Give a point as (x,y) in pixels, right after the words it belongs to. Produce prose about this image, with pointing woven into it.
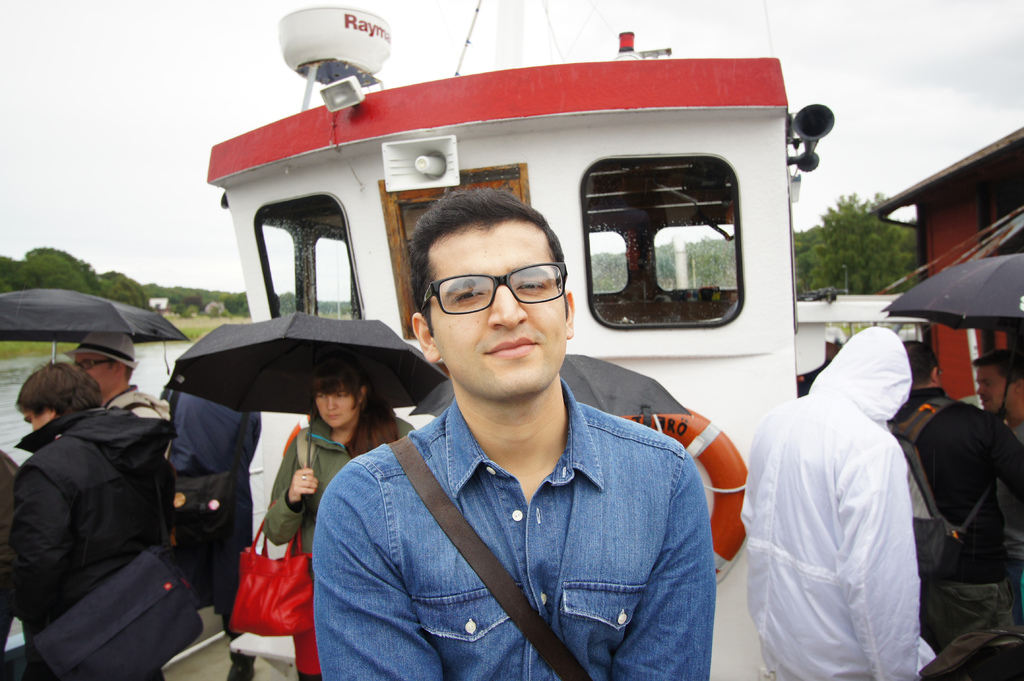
In this picture we can see a boat (726,507), there are some people (893,497) standing in the boat (337,283), some of them are holding umbrellas (91,319), we can see water (5,402) on the left side (22,375), in the background (220,291) there are some trees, we can see the sky (104,79) at the top of the picture (104,79).
